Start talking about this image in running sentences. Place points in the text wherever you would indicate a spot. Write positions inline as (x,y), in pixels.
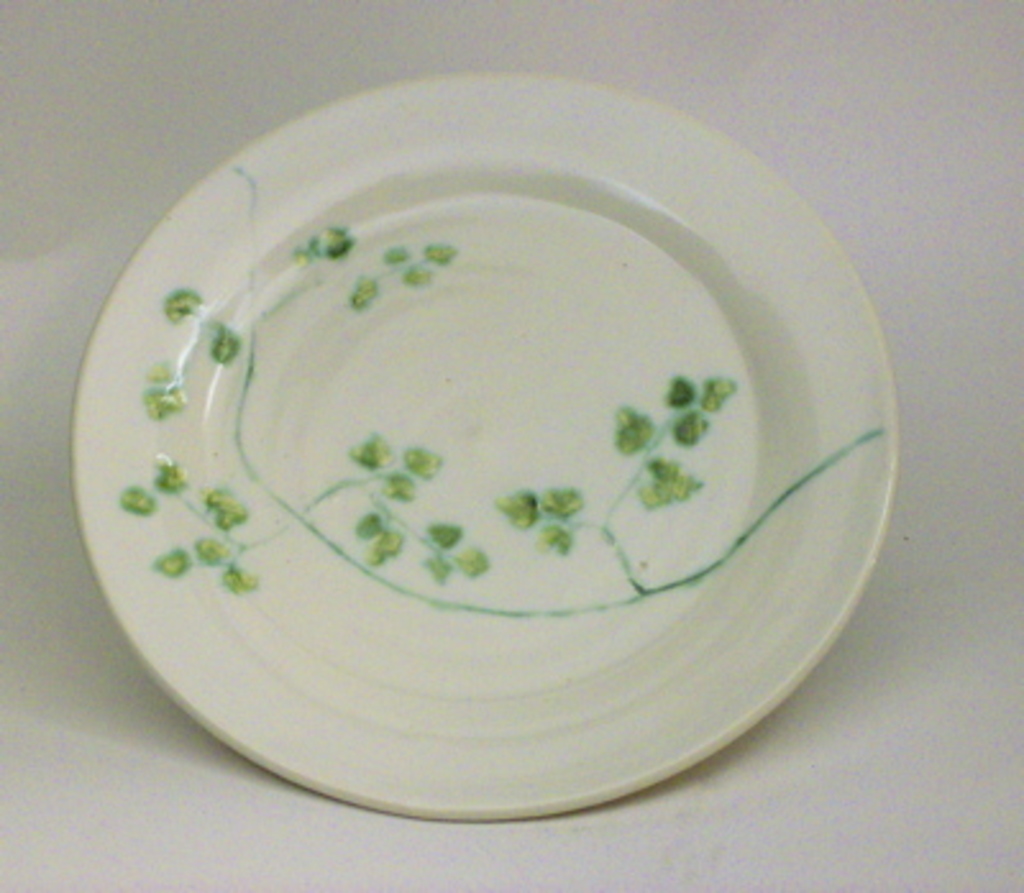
In this image in the center (413,589) there is a plate (748,489), and there is a white background (986,245).
